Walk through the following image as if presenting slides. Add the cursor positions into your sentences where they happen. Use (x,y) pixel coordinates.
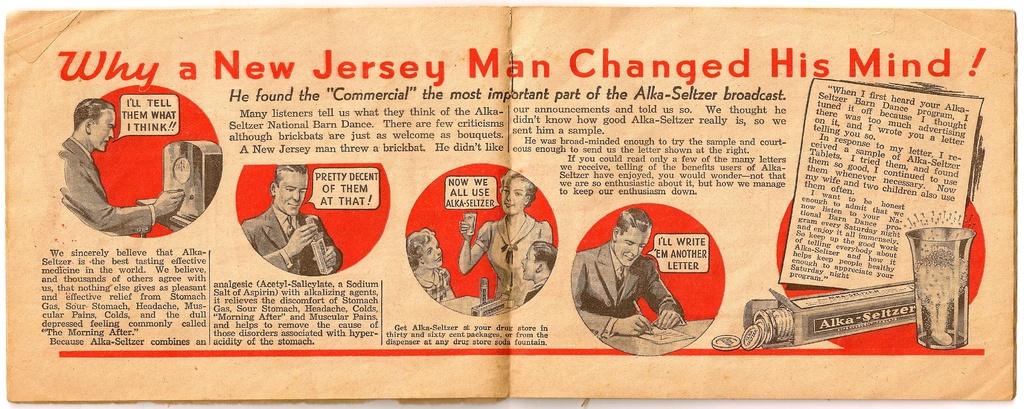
This picture contains a paper (510,321). On the right side of the picture (939,238), we see the glass (927,291) and a box (825,319) containing tablets (768,329). Here, we see the pictures (279,217) of a man (278,241) in three different angles. In the middle of the picture (461,231), we see the picture (505,268) of three people (430,266). We see some text (476,176) written on this paper (350,239). This paper (429,213) might be taken from the textbook (350,239).
